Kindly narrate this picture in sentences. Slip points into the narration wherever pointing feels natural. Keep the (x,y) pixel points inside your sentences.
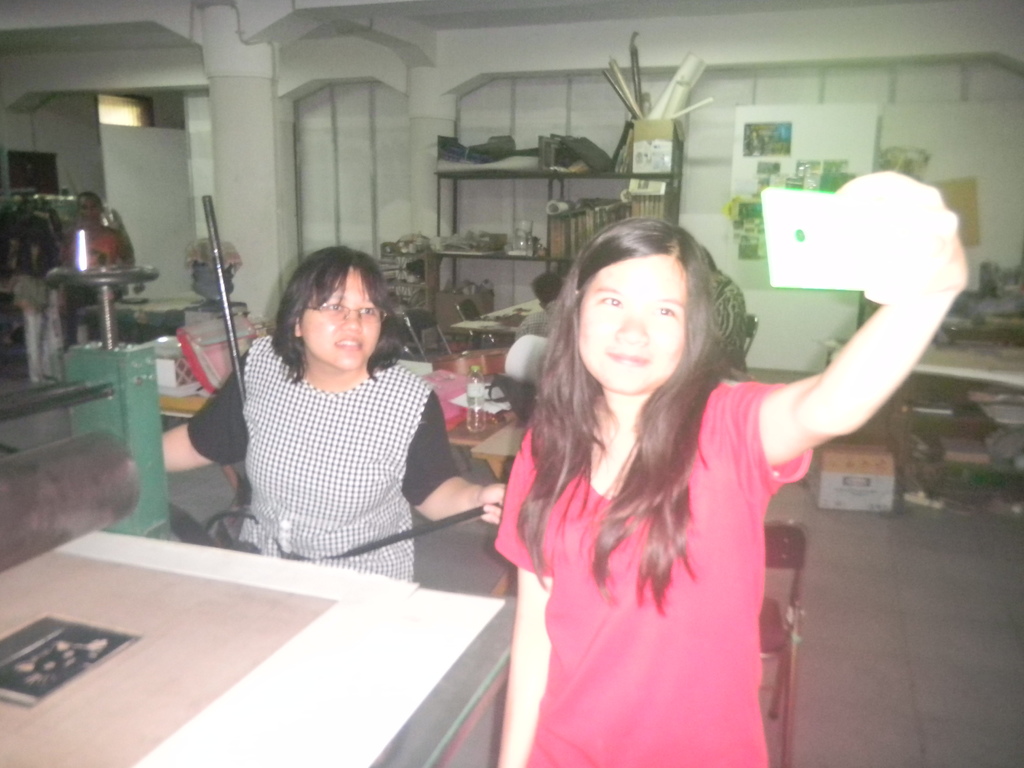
A woman (556,529) wearing a pink shirt (619,627) is holding a mobile (772,260). Behind her another girl (366,415) is standing. In front of her there is a table (223,626). In the room (87,352) there are many equipment (91,376). In the background (374,84) there is a wall (456,100), cupboard (511,167). In the cupboard (506,188) there are many items (469,160). On the table (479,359) there is a bottle (470,395). On the floor (815,482) there are boxes (876,469). And there are photo frames (775,138) on the wall (719,151).
